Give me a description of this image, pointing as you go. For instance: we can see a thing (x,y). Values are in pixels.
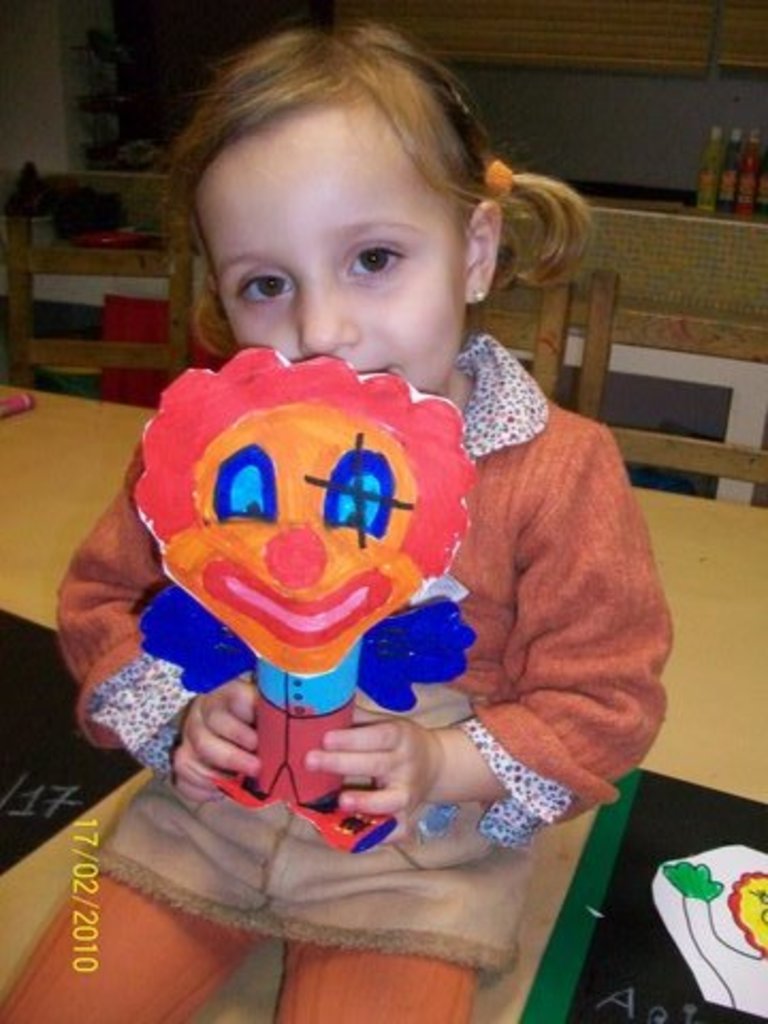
In this image, we can see a kid (519,556) sitting on the table (706,732) and holding a toy (384,653). In the background (567,333), there are chairs (549,324) and we can see bottles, a table (693,689) and there are some other objects (583,863) and we can see some text (92,891).
